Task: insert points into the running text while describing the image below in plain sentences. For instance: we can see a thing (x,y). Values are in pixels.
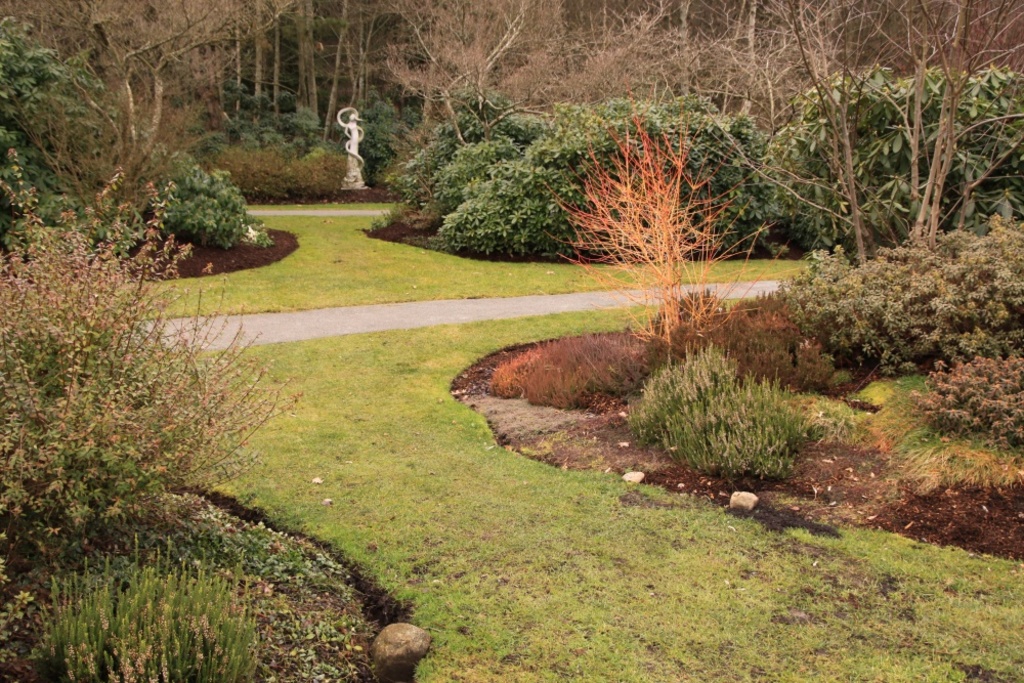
In this image there is a path (344,314) in the middle (466,309). Beside the path (287,326) there is a garden (499,482). In the garden (540,481) there are so many plants (715,440). In the middle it looks like a statue (355,148). In the background (344,73) there are trees (303,65).
